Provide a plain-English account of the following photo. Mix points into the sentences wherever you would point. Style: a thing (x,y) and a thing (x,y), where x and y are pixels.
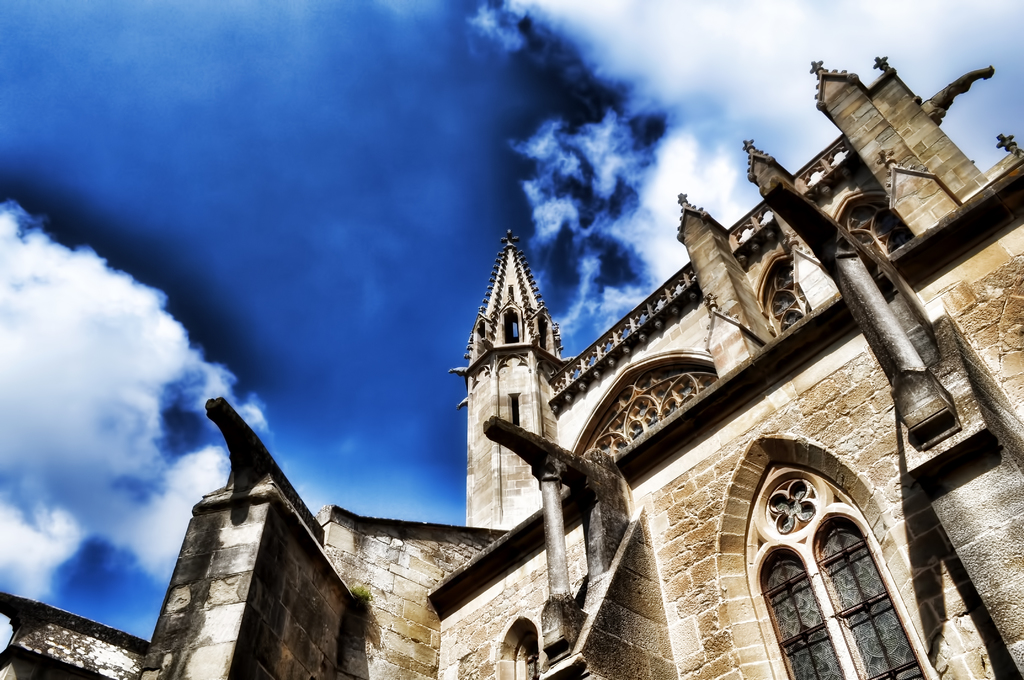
There is a building (680,434) in the foreground area of the image (933,312) and the sky (677,154) in the background (962,97).
